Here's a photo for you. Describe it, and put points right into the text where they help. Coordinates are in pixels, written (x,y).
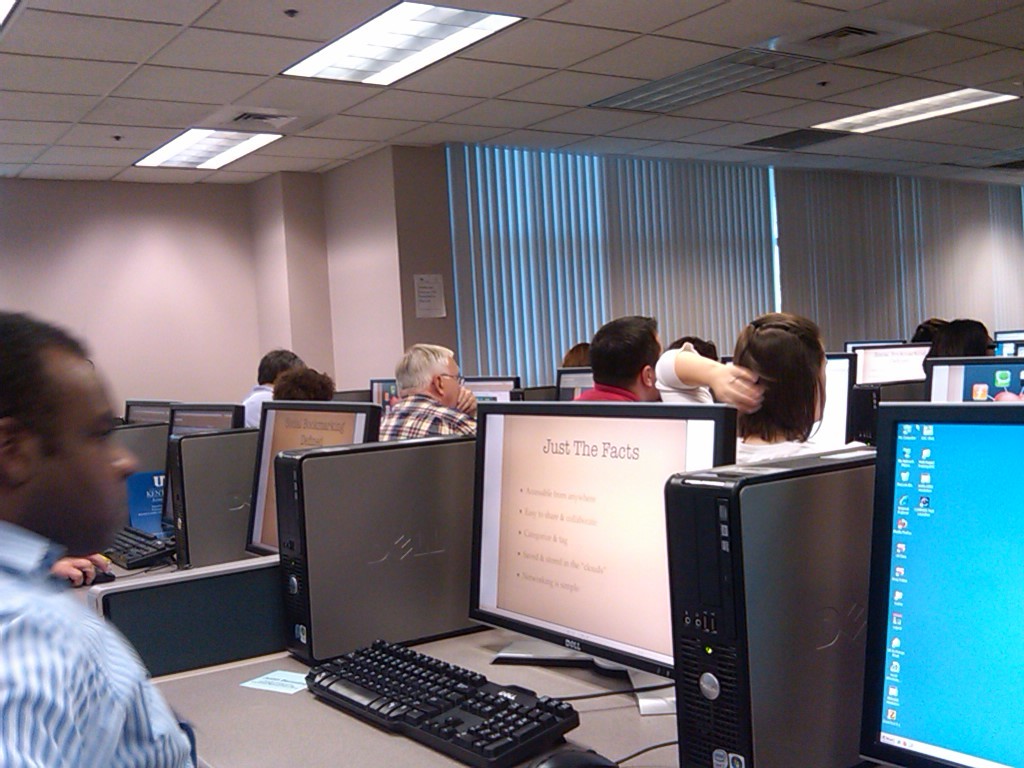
There are people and we can see monitors (891,761), keyboards (138,537) and devices (199,478) on tables (274,662). In the background (315,262) we can see wall (424,260), posts (406,260) and curtains (506,275). At the top (452,34) we can see lights (449,25).
